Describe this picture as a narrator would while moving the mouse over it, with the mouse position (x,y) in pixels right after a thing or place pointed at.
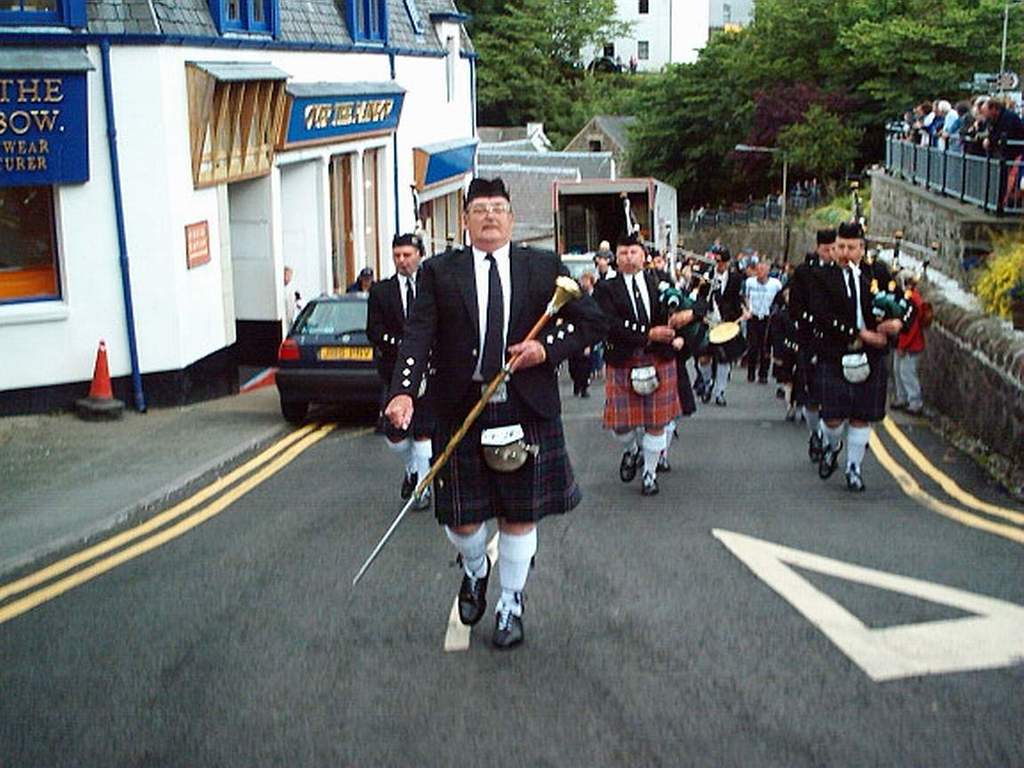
In the foreground (328,320) I can see a group of people (531,451) are playing musical instruments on the road (584,478), fence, plants (996,298) and vehicles (375,380). In the background (526,215) I can see buildings (542,210), houses (517,169), trees (698,112), light poles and a crowd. This image is taken may be during a day on the road (602,468).
